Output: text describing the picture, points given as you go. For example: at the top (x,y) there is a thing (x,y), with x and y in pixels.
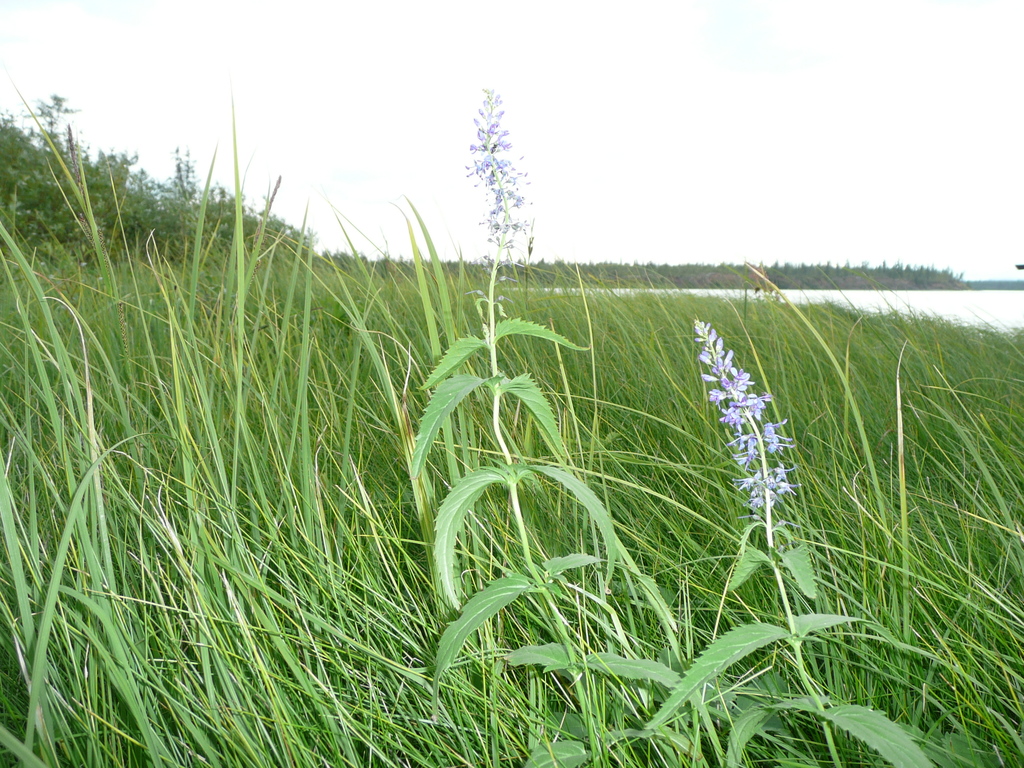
In this picture we can see few flowers (785,474) to the plant (738,455), behind we can see grass (386,436) and we can see water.
